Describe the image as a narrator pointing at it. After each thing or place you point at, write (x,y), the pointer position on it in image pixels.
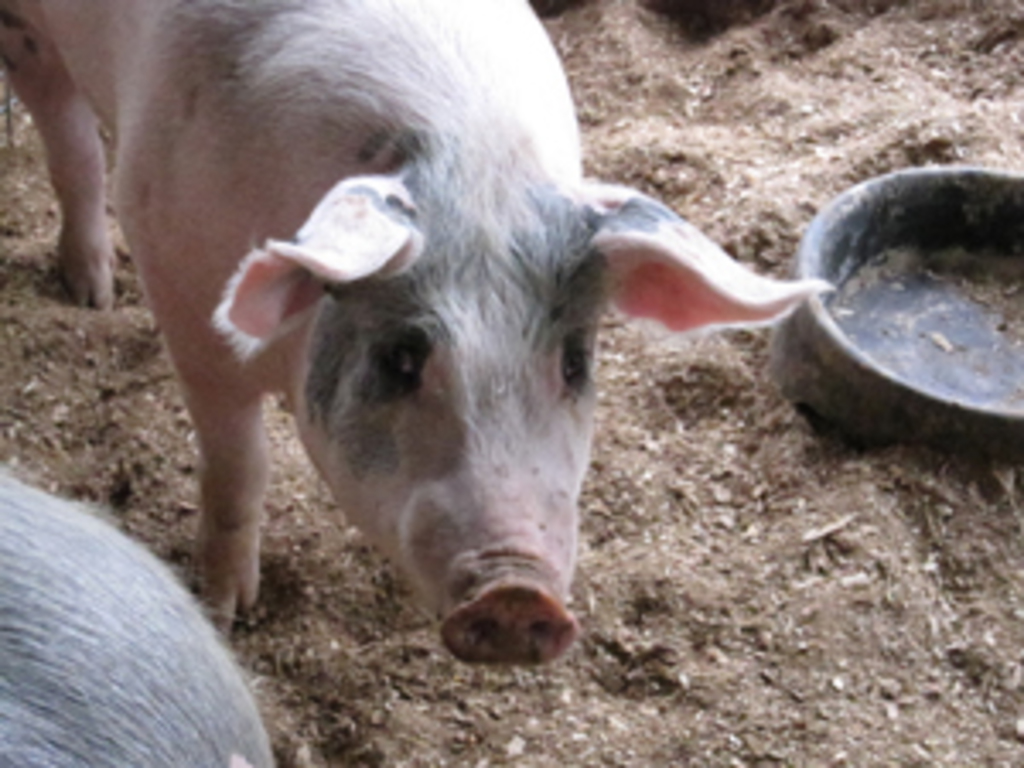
In this picture we can see a pig (550,495) standing on the path (434,638). There is a bowl (822,348) on the right side (1000,410).
